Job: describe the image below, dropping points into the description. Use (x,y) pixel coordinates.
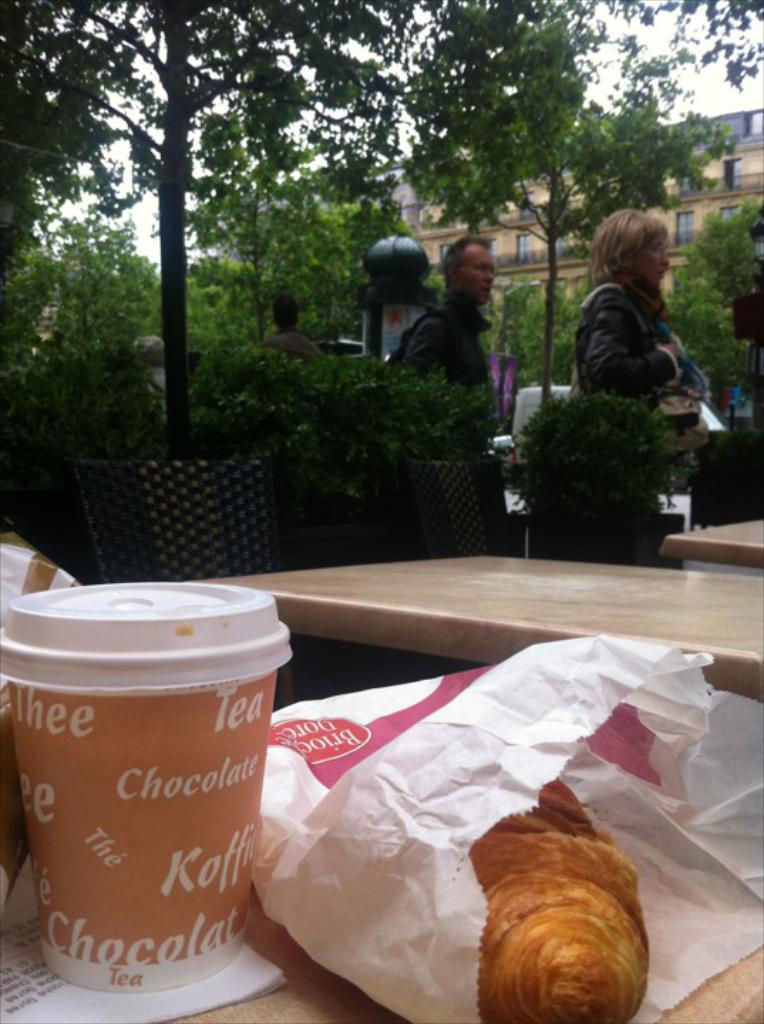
In this image I can see few people (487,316), tree (171,430), building (439,234) and windows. I can see few chairs (175,542), tables (726,604) and I can see the food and cups (146,855) on the table (230,1009).
